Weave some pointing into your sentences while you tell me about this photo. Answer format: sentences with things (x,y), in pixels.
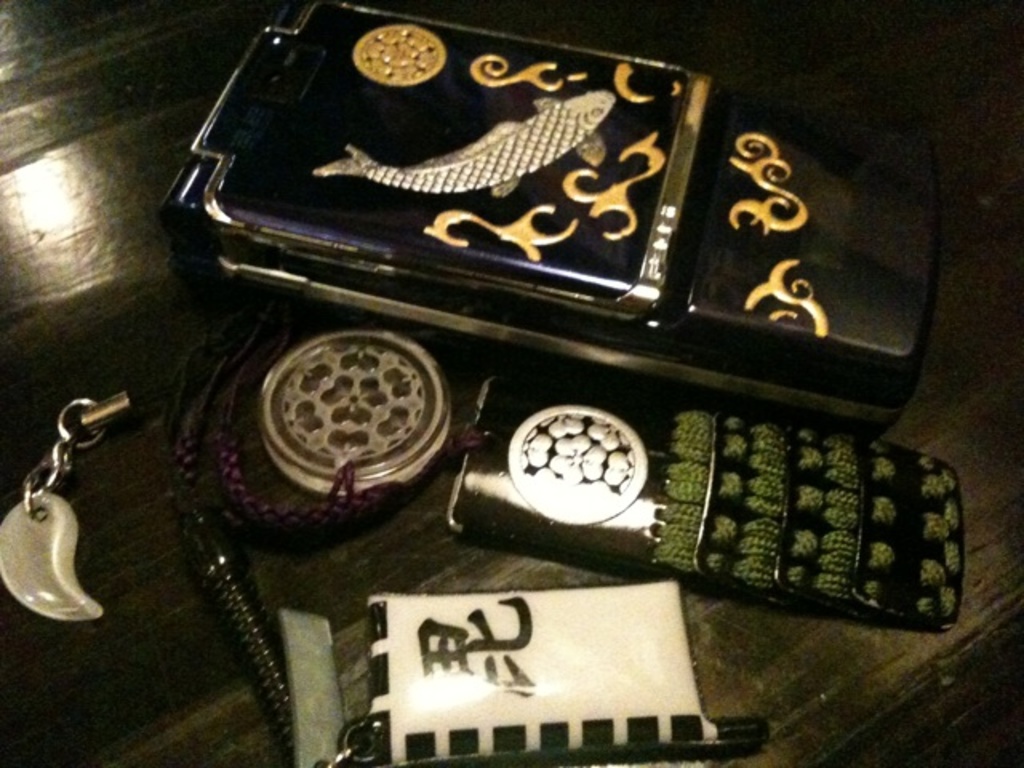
In this image I can see a mobile (245,284), keychain (24,579) on the table (81,175) and the table (781,644) is in brown color.
